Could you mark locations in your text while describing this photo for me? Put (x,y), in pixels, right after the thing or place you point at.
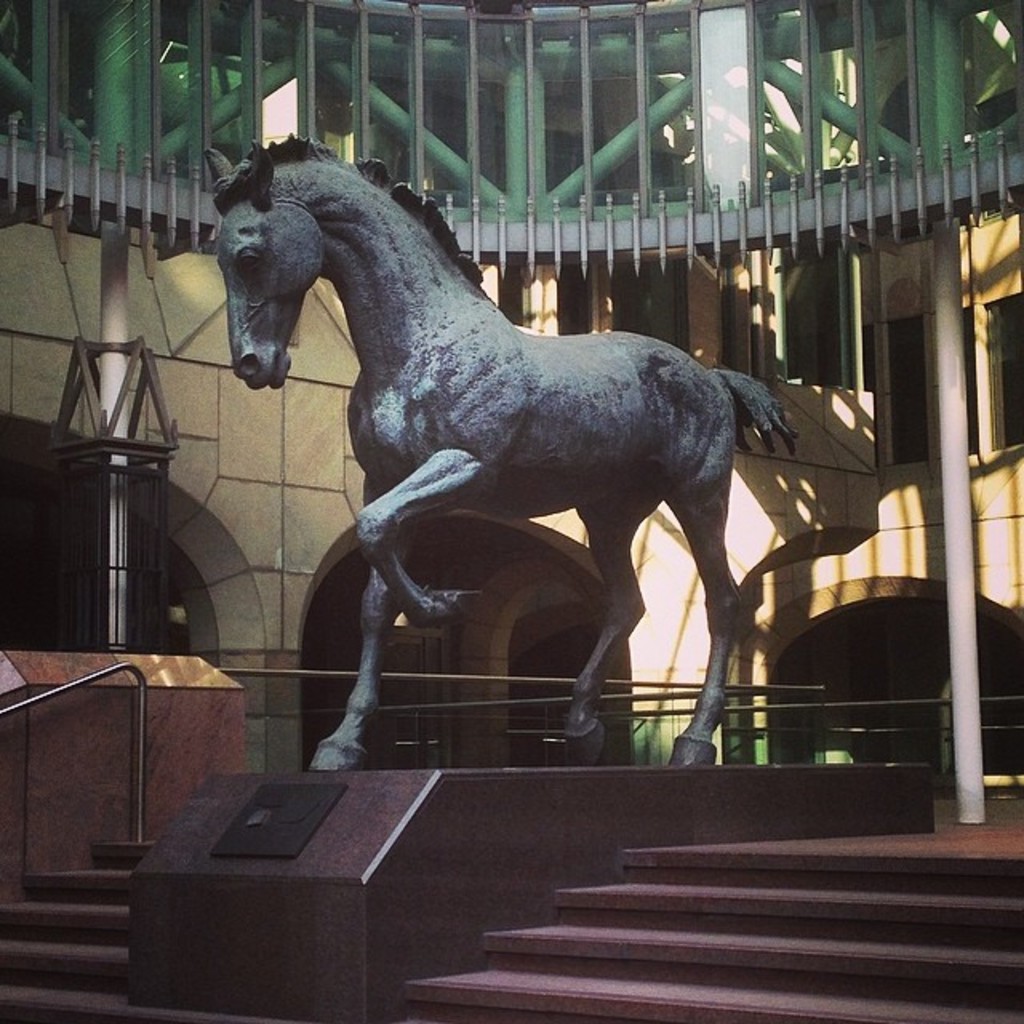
In this image we can see a statue (595,430). We can also see a building (576,660) with windows (1002,437), some metal poles (790,688) and the staircase (707,931).
